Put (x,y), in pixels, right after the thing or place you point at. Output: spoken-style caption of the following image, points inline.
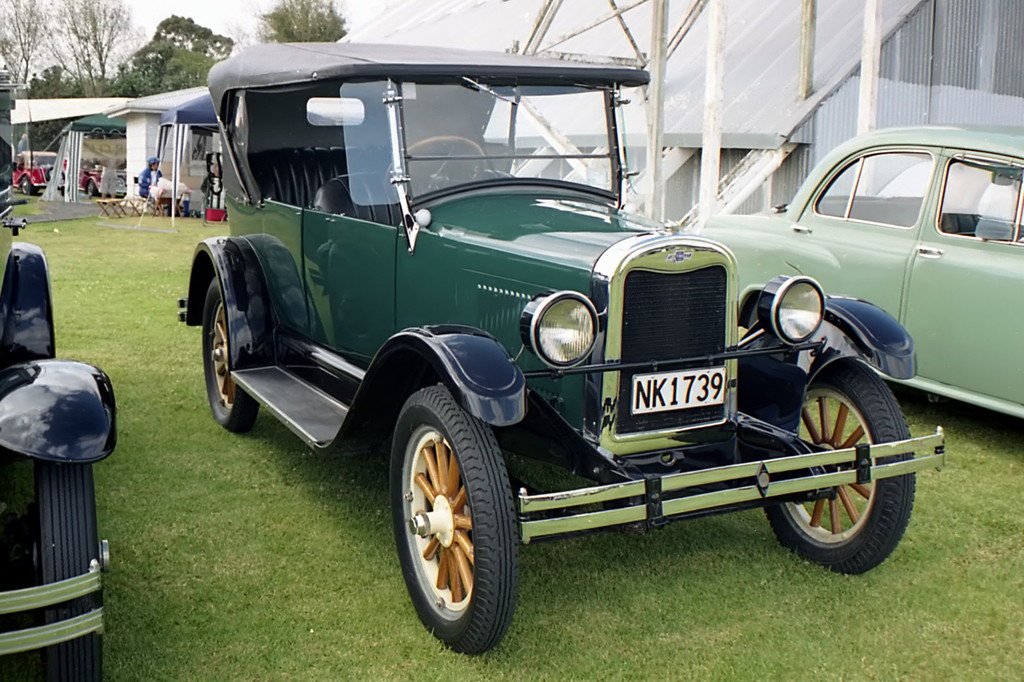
In this picture we can see vehicles (737,230) on the grass (264,566) and shed (902,71). In the background of the image (107,100) we can see a person (143,194), chairs (104,200), tents (75,129), vehicles (41,155) and trees (104,52). We can see the sky (214,16).
